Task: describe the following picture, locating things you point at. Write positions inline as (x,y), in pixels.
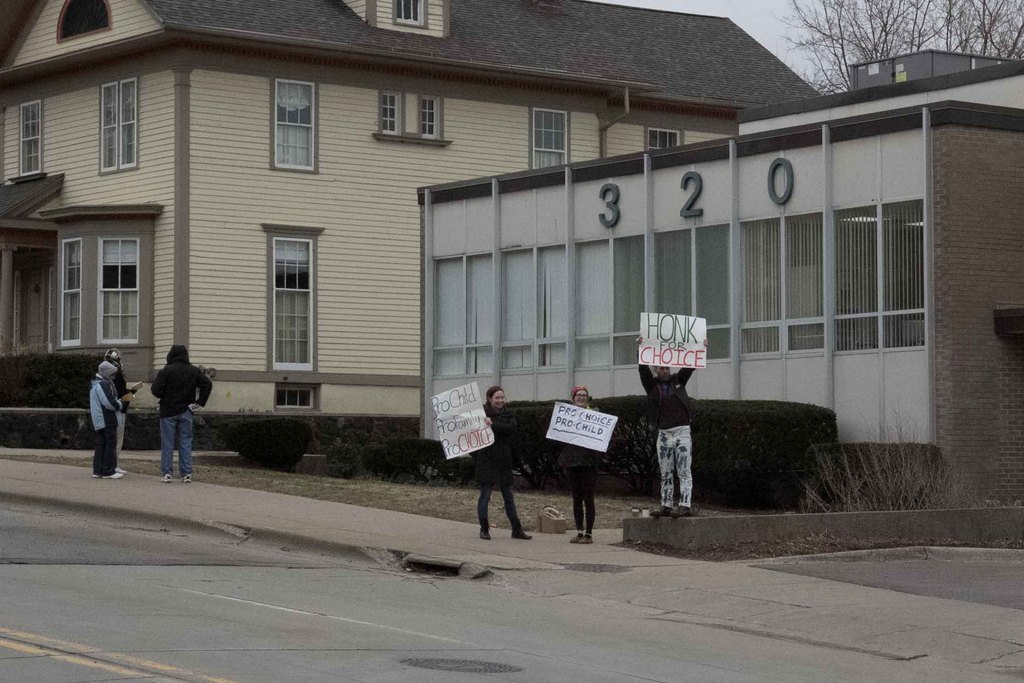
In the center of the image (488,243) there are buildings (466,218) and we can see people (674,406) standing and holding boards (672,332) in their hands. On the left (175,360) there are people (190,458) standing and we can see hedges (753,442). In the background (835,65) there is a tree (846,20) and sky (757,19).
